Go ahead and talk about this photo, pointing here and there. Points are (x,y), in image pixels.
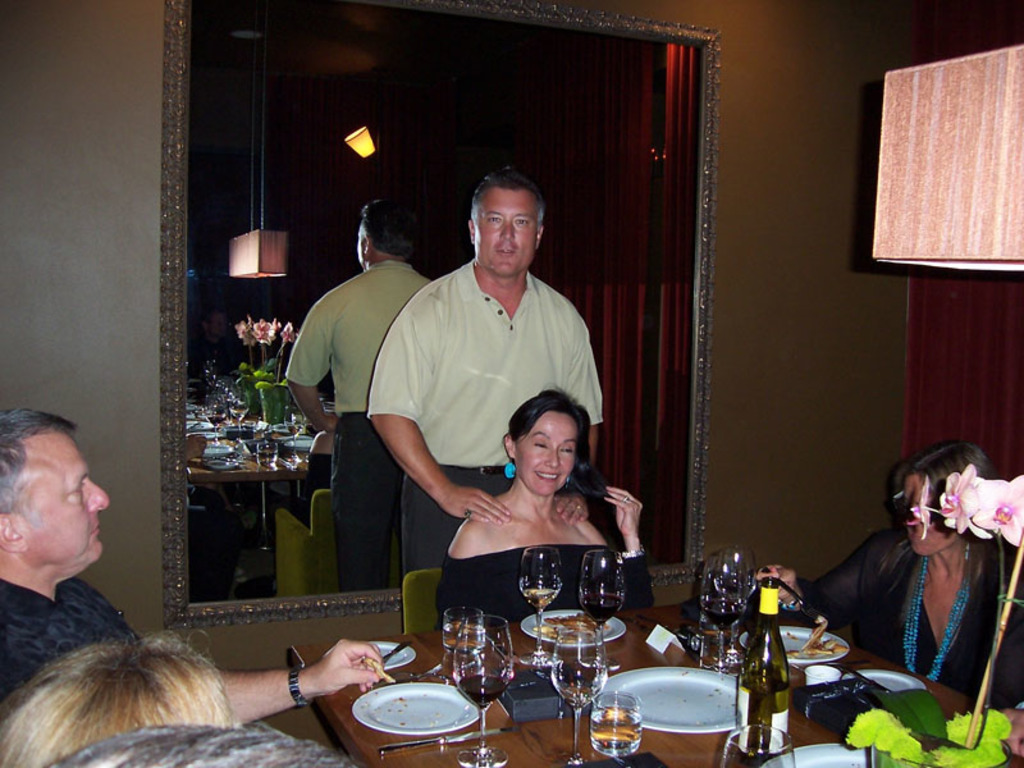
This is the picture inside the room (14,392). There are group of people (410,450) in the image. There are glasses (460,660), plates (436,702), spoons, plant (909,763) on the table (518,732). At the back (237,182) there is a mirror (564,91), at the right (969,99) there is a light (904,157) and red curtain (968,379).
